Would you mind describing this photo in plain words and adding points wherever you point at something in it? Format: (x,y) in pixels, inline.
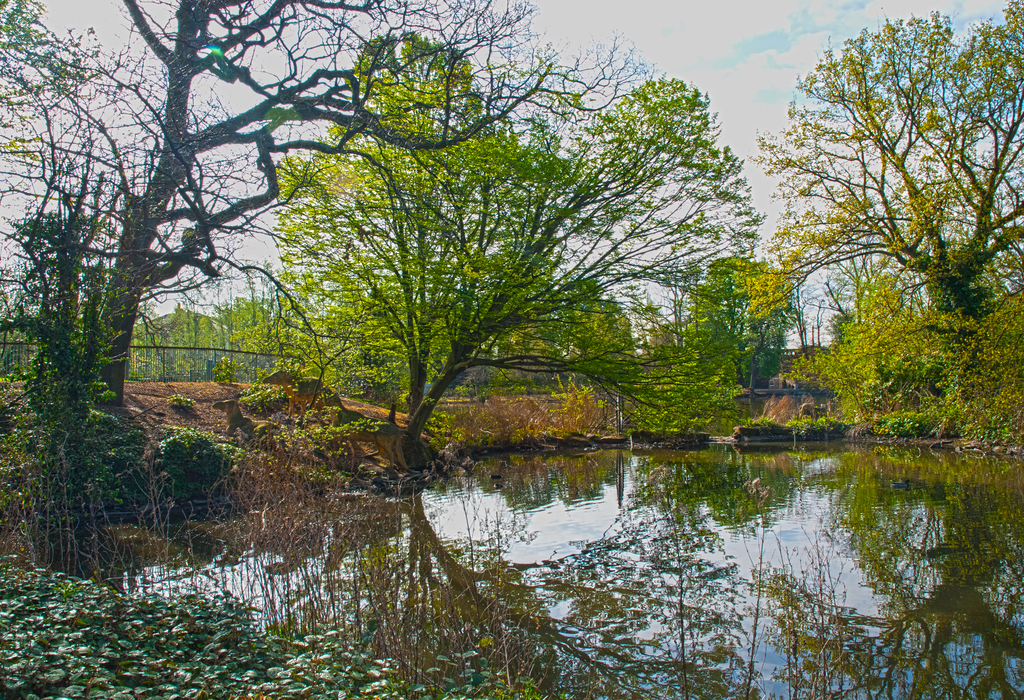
In this picture I can see water (775,597), there are trees (347,327), plants (758,604), and in the background (719,85) there is the sky (694,71).
